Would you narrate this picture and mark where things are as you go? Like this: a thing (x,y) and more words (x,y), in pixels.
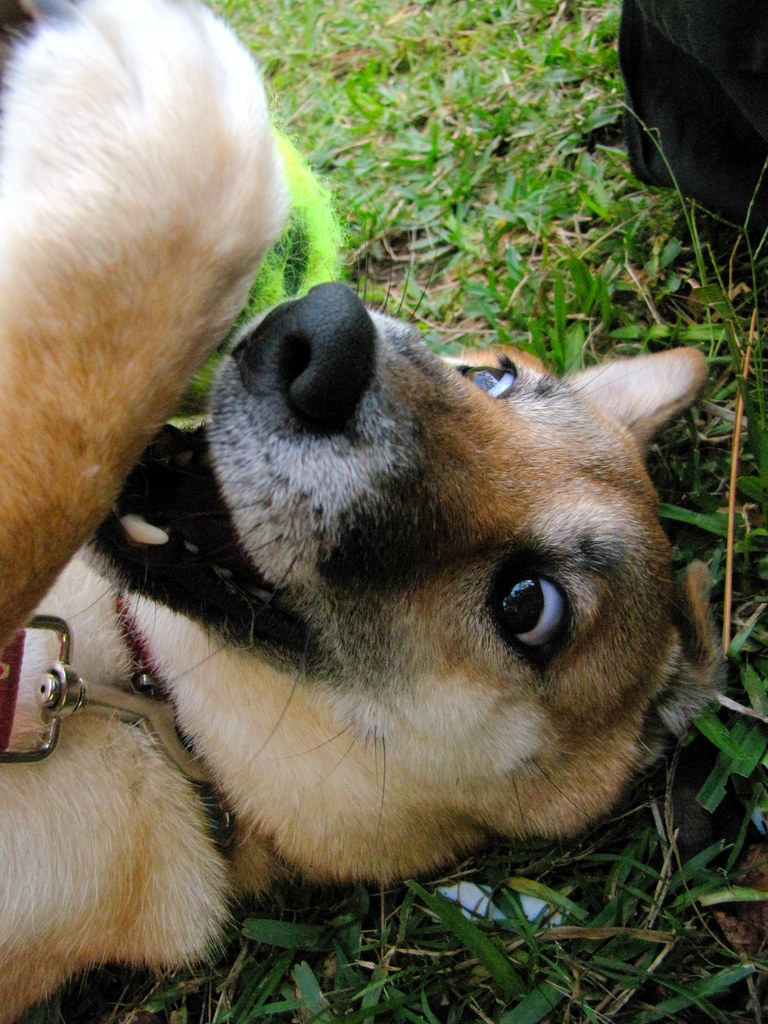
As we can see in the image there is a dog (332,442) and grass (723,416).
